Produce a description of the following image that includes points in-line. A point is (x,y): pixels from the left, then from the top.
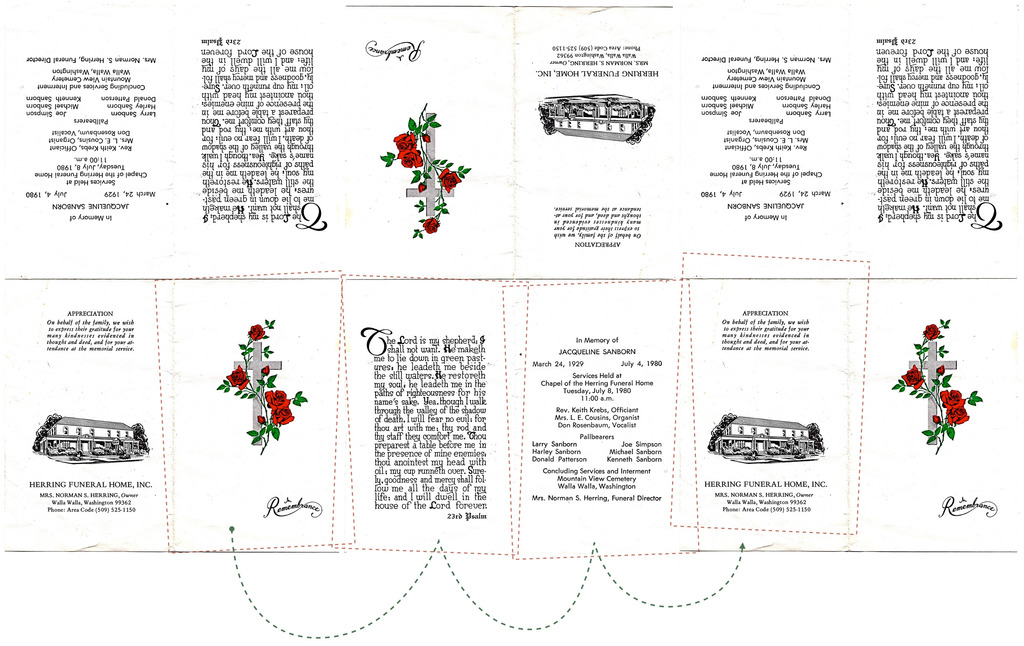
In this edited image there is the print (188,165) of different papers (420,121) on a single paper (511,272). There are pictures (444,191) and text (466,420) on the papers (509,320). There are pictures (115,426) of a house (131,444) and a cross (254,363). There are flowers (416,157) around the cross (929,392).
